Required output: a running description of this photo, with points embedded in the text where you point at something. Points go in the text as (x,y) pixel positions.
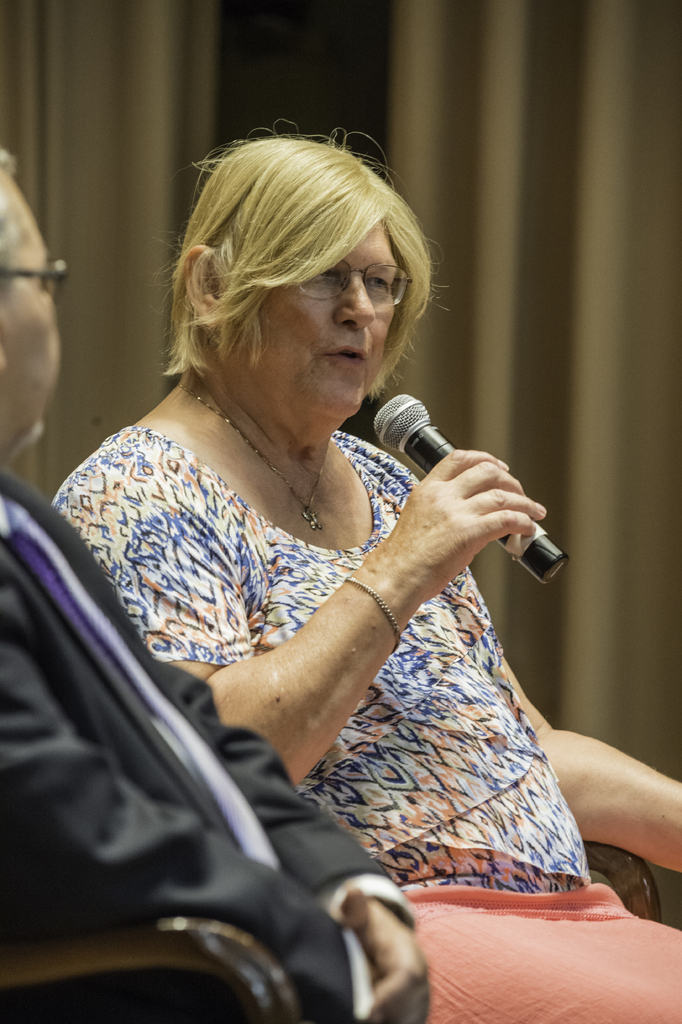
In this image a lady (320,655) wearing a t-shirt (238,622) is talking something. She is holding a mic (403,412). Beside her a man (42,582) is sitting wearing a suit (178,806). In the background (158,74) there is curtain (476,177).
